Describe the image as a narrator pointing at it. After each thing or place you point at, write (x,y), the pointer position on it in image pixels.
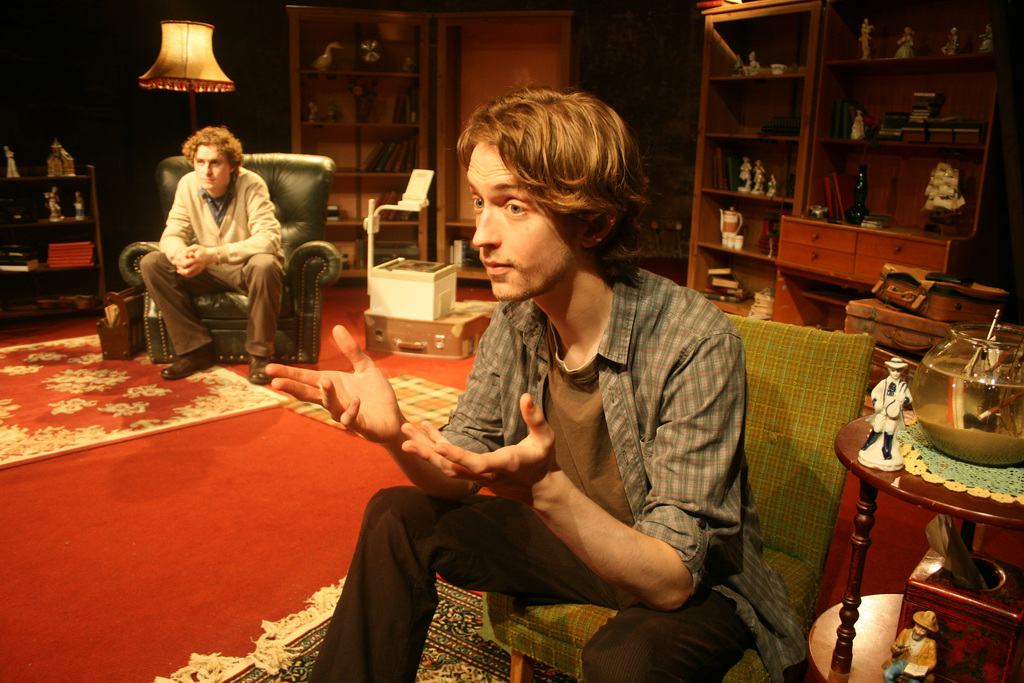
In this picture, we see two men (504,390) sitting on chair (569,641) and this picture is clicked inside the room (272,551). Behind them, we see a cupboard (760,219) on which dolls (743,175), books (727,284) and many toys (856,135) are placed. Behind the man (237,183) in white jacket (255,216), we see a lamp (191,73) and on the right bottom of the picture (938,491), we see a table (954,496) on which a jar (947,400) containing water (966,402) is placed on it.
